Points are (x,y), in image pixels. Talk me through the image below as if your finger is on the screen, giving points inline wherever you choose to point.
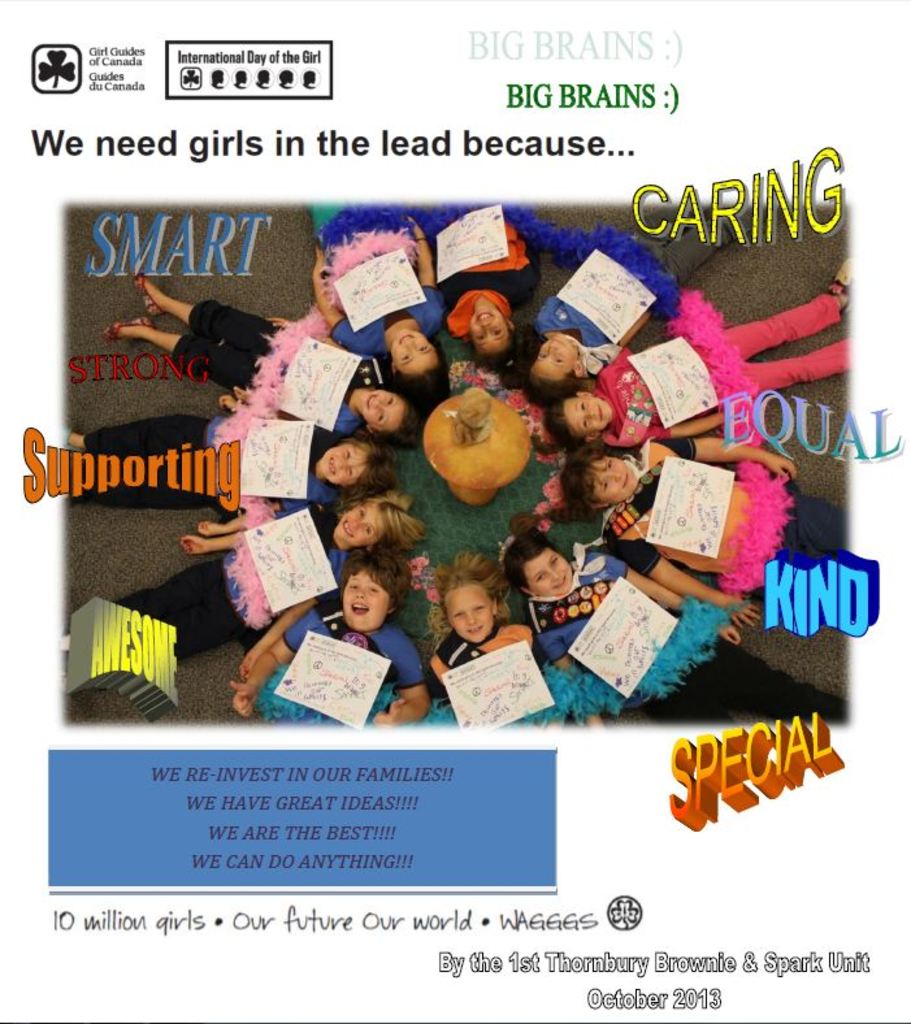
In this image we can see a poster (400,674). In the poster (572,295) there are some people (511,574), text (33,482), logo (79,78), papers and some other objects (550,520).
